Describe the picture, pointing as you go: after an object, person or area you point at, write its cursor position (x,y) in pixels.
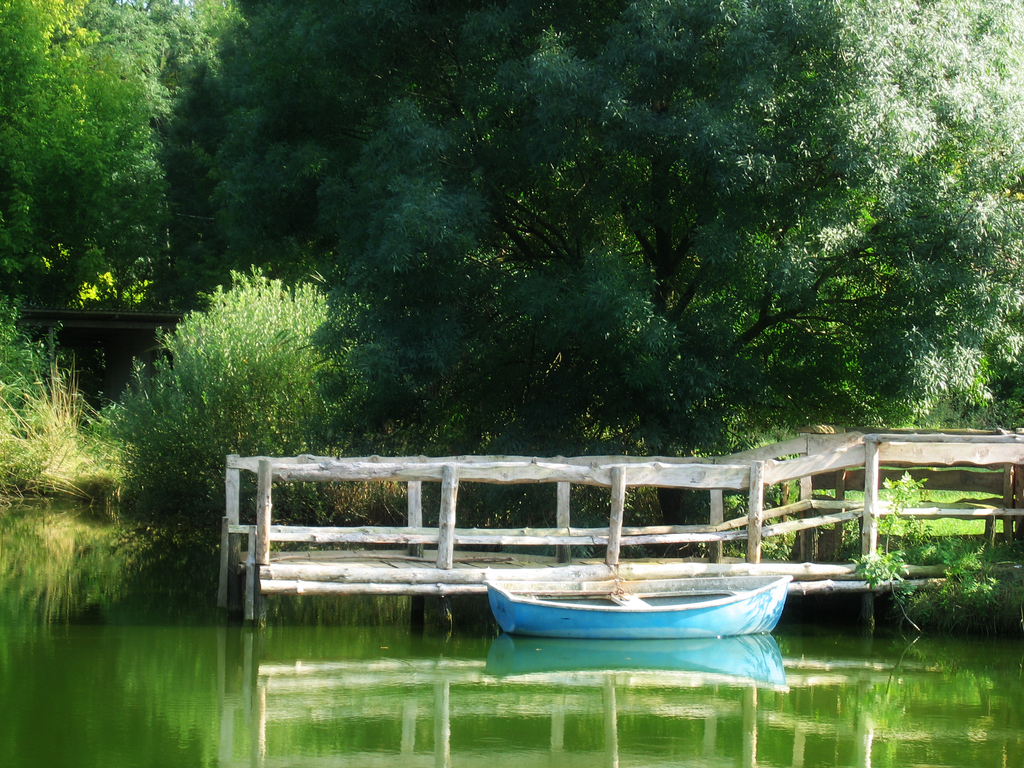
In the picture we can see the water (854,723), boat (590,623), railing (926,481), plants (38,478) and trees (599,427).
